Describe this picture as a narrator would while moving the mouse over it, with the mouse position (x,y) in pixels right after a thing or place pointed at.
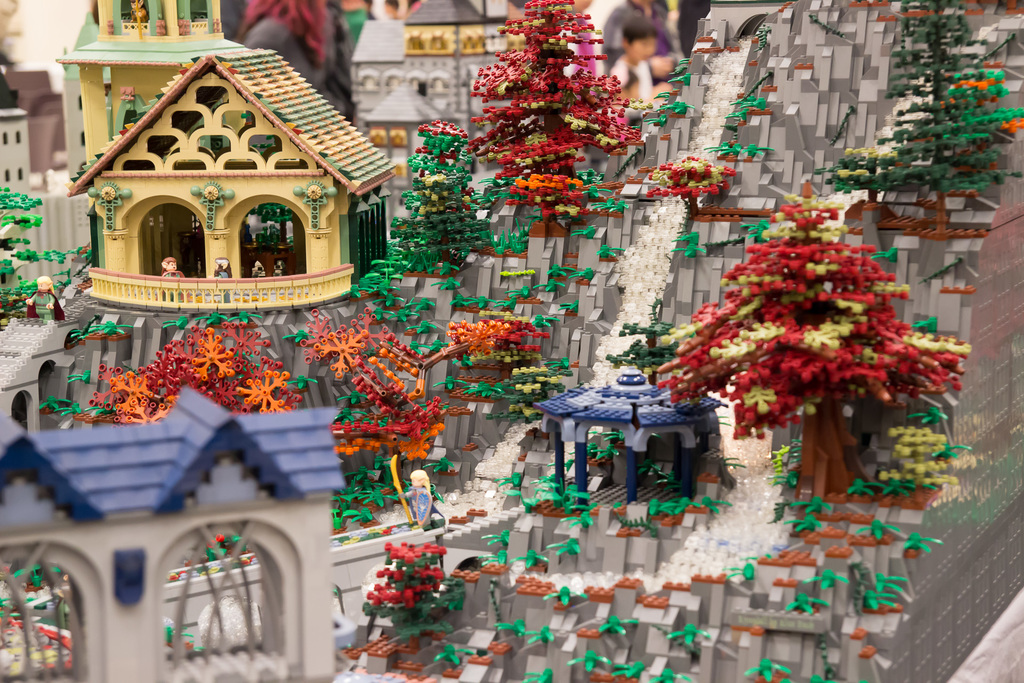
In this image we can see a doll house (338,161) with some dolls (228,270) in it. On the right side of the image (776,316) we can see a group of trees (846,343) and a group of people (638,97).
